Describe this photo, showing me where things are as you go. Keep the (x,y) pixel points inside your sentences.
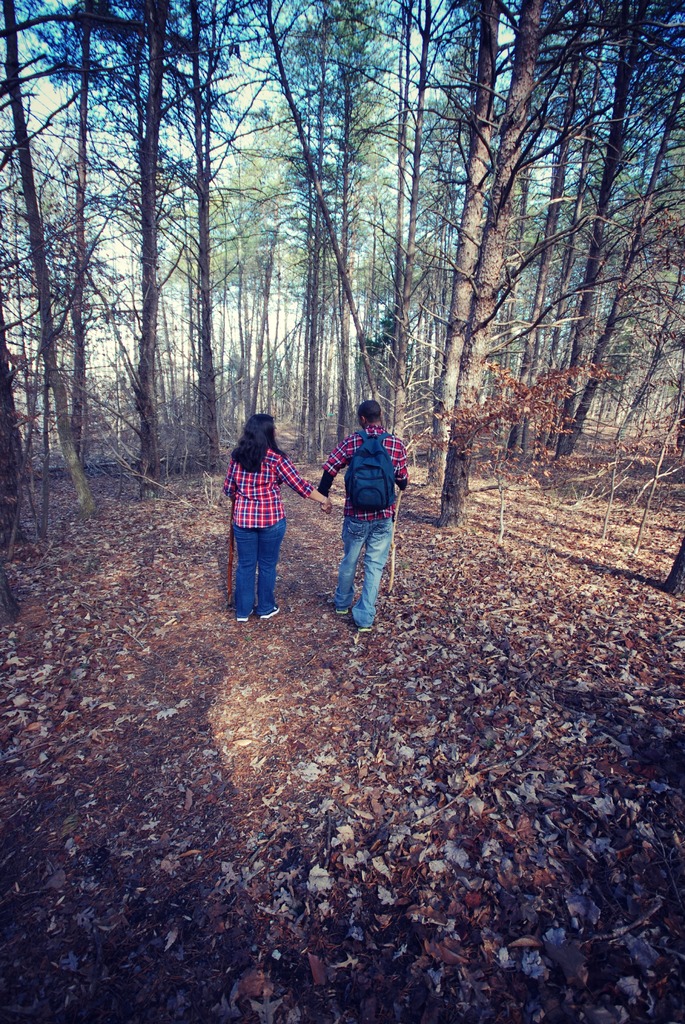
As we can see in the image there are dry leaves (205,648), two people (289,486) wearing red color shirts (275,475), trees (227,458), sky (257,280) and a person (352,565) is wearing a bag (376,510).
